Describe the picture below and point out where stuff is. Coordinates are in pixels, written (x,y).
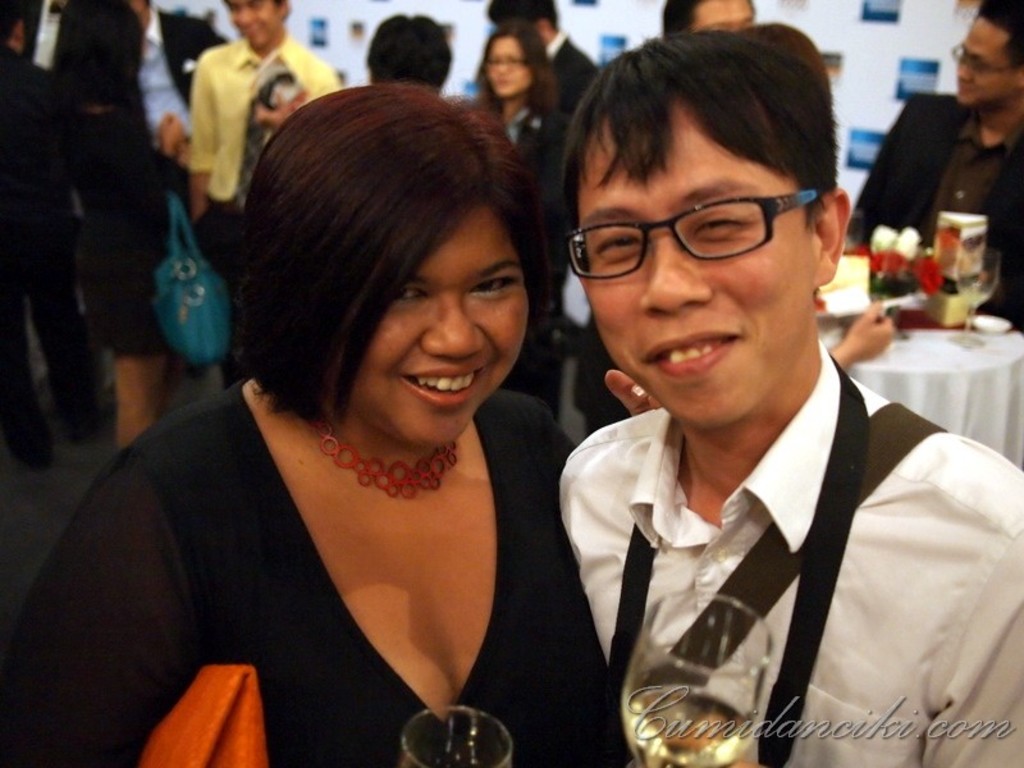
In this picture I can see there are two people (369,555) smiling and holding wine glasses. The man (844,571) is wearing a white shirt (879,556) and woman (174,529) is wearing a black dress (192,670) and there are few other people (408,41) in the backdrop (924,231) and there is a banner (466,18) in the backdrop (328,3).
